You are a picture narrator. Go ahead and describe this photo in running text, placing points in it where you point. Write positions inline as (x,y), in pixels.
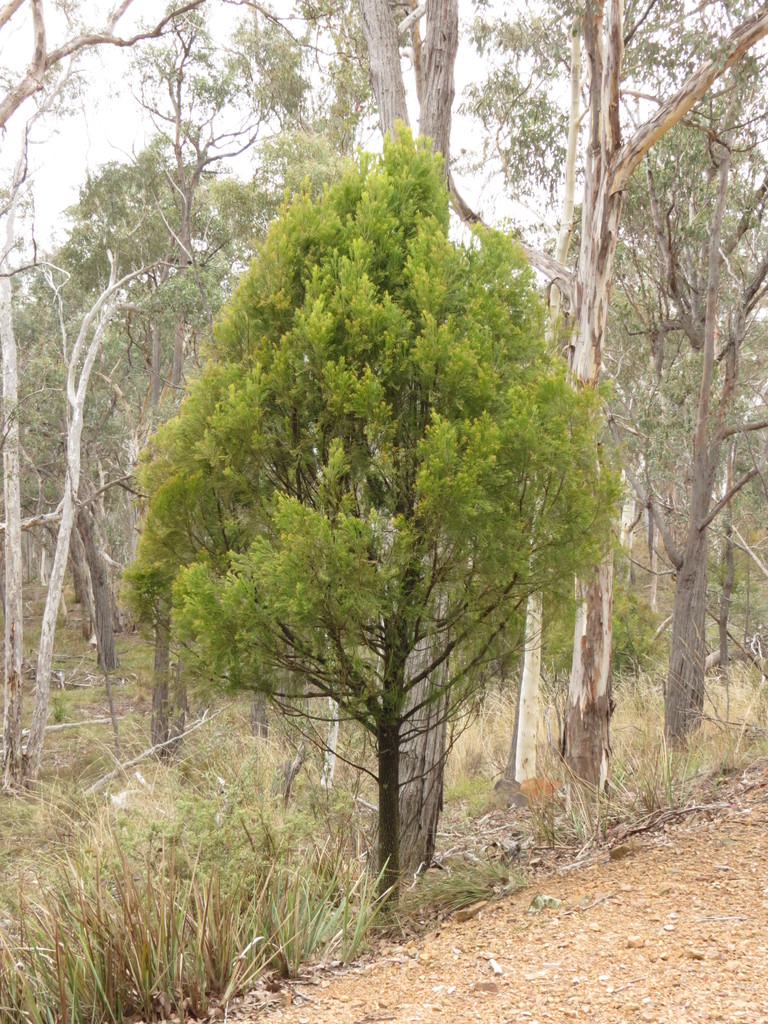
In this image, we can see so many trees (270,680), plants (99,1003), grass (730,671). At the bottom (505,916), there is a ground (617,972). Background we can see the sky (467,155).
